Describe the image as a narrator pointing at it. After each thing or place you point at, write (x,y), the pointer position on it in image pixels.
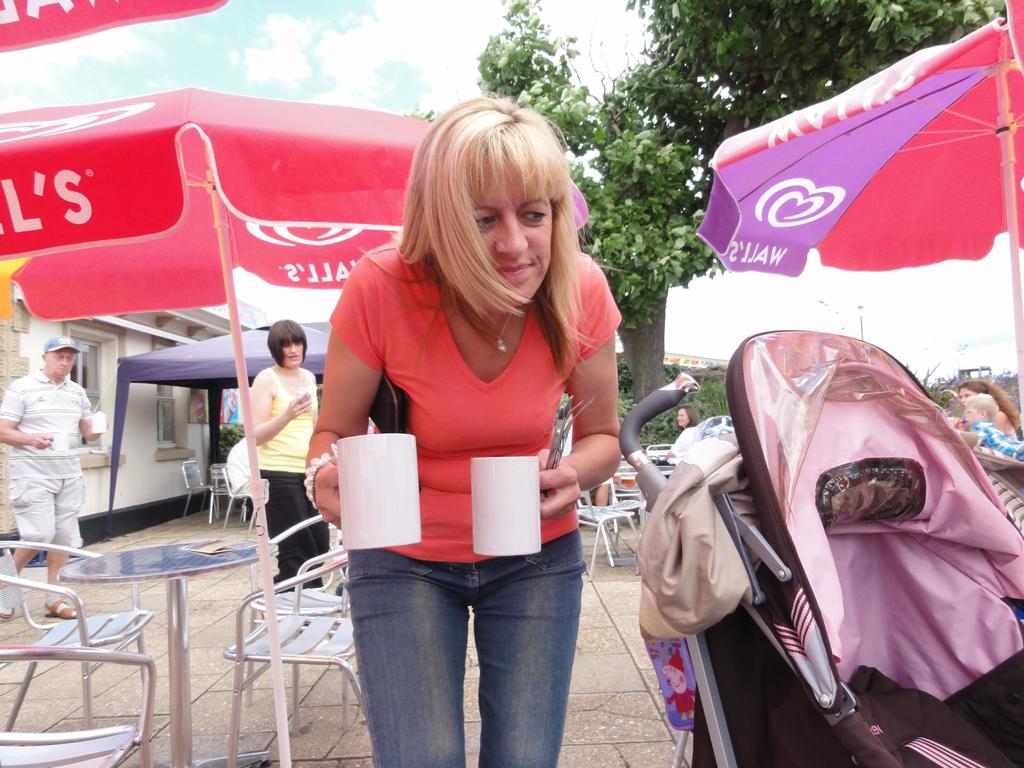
In this picture we can see a woman (555,558) holding cups (397,486) with her hands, stroller (927,650), chairs (53,741), tables (176,575), windows (167,423), trees (796,45), umbrellas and some people (305,426) on the floor (159,692) and in the background (141,84) we can see the sky (298,48) with clouds (261,44).
